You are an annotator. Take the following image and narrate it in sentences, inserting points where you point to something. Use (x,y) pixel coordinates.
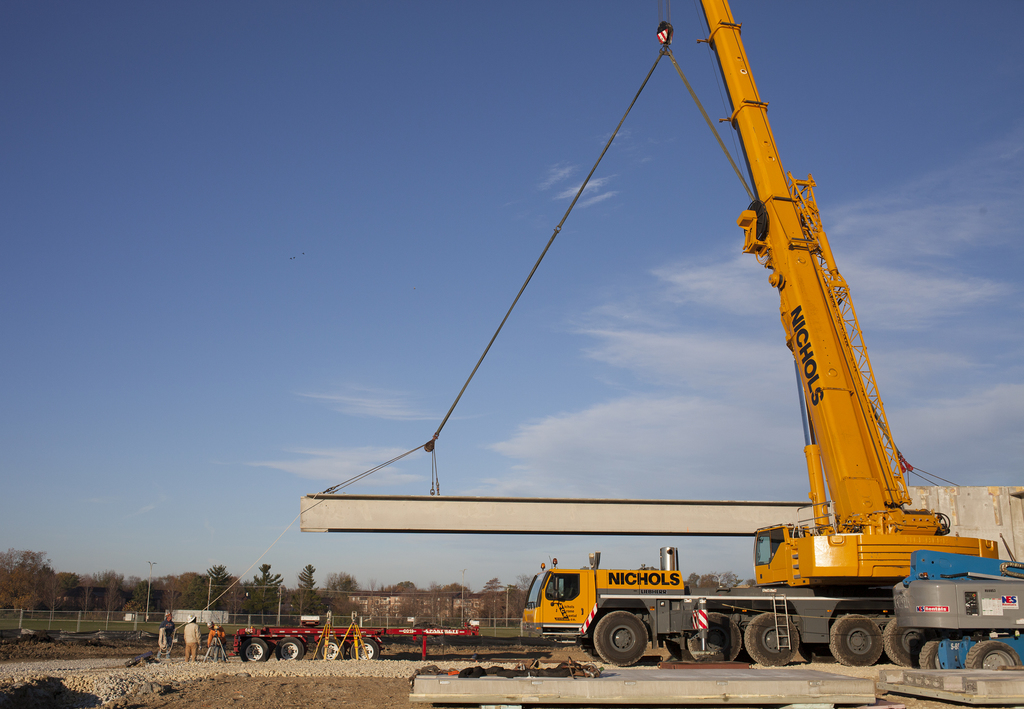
In this picture we can see a crane (770,580) on the right side (735,589), we can see a vehicle (421,630) in the middle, in the background (298,602) there is a fencing (177,621) and some trees (289,591), there are three persons (191,627) standing on the left (214,648), at the bottom (143,673) there are some stones (141,679), we can see the sky (368,349) and clouds (868,240) at the top of the picture (583,225).
